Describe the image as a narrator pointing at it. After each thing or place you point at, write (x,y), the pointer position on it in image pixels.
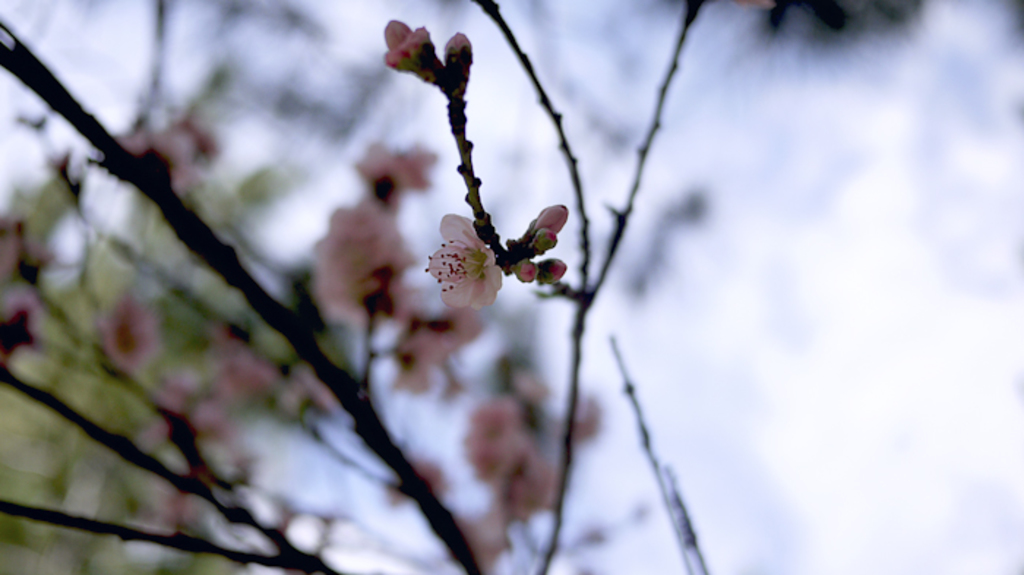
In the image we can see some plants (48,220) and flowers (17,236).
